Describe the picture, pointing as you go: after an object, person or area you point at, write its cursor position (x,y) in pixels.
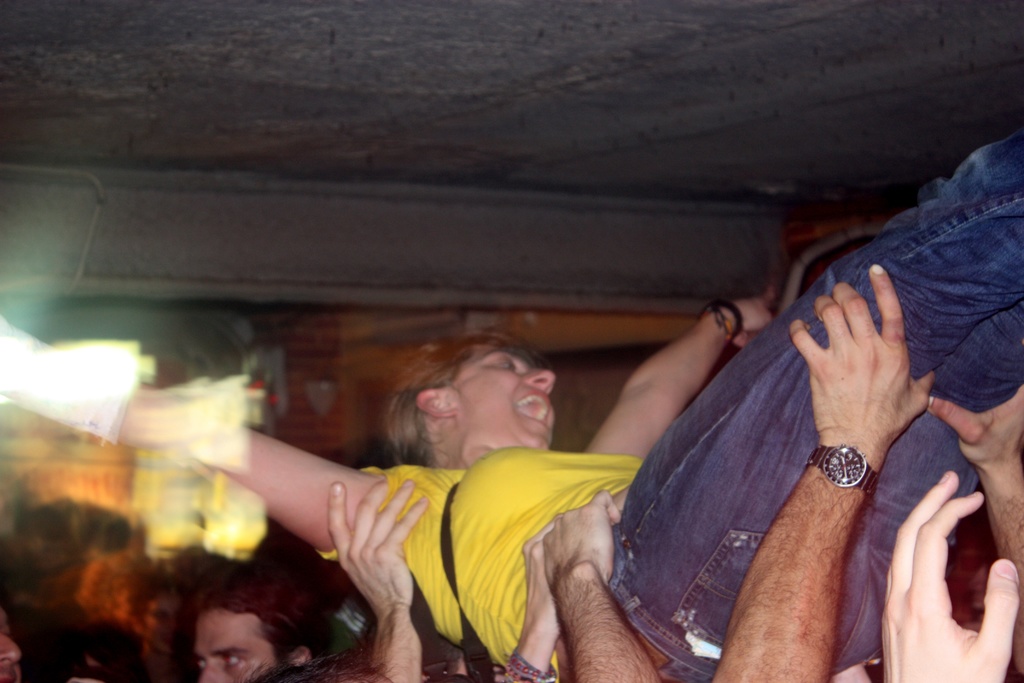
The image shows that few people (970,666) are lifting the woman (615,434) and she is smiling. Here we can see few people (6,635) in the bottom left side (154,681).
